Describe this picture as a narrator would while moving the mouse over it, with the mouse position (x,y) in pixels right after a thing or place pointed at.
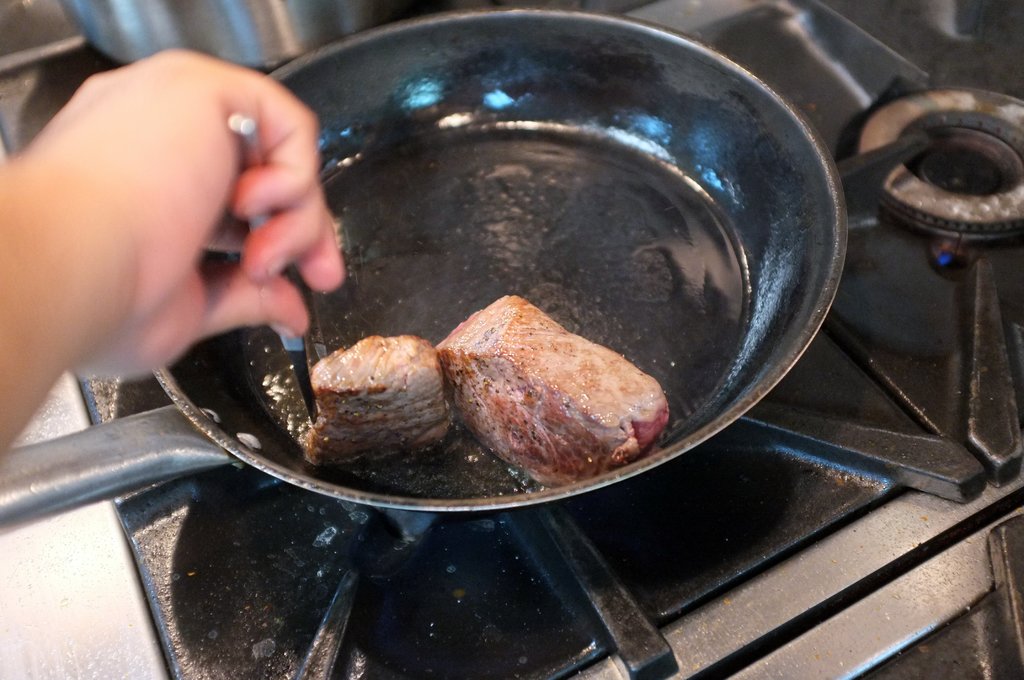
In this image we can see a person's hand (291,250). A person (278,206) is holding an object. There is a stove (57,657) and few utensils (401,453) in the image. There is some food product (408,434) in the pan (225,237).
